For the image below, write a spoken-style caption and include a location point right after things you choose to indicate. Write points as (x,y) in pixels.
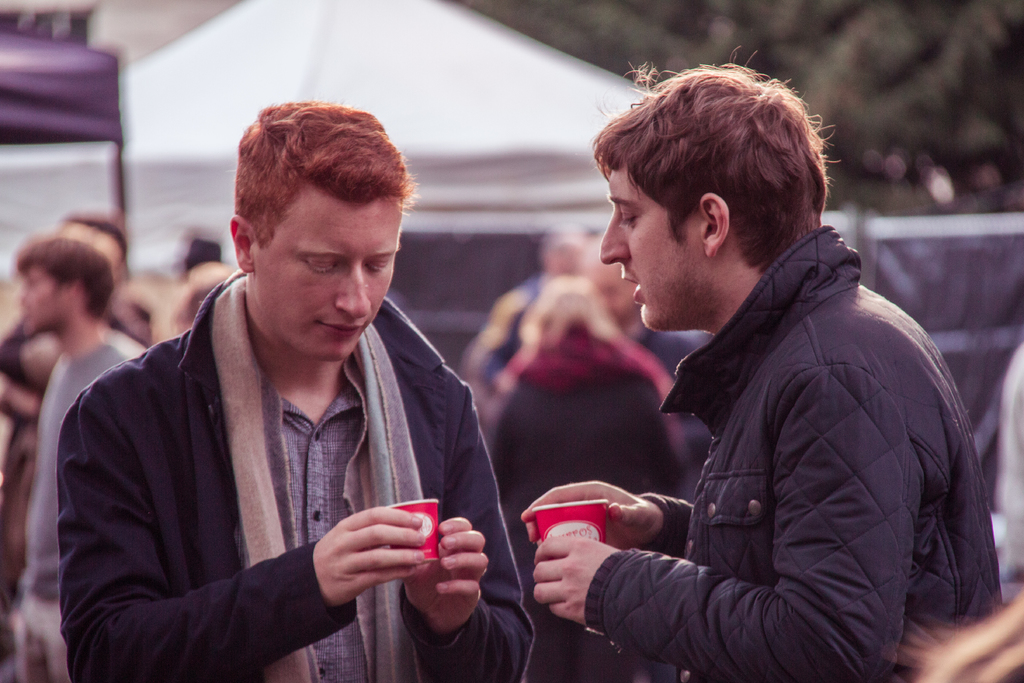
There are two men (229,602) standing and holding cups (420,512). In the background (296,95) it is blurry and we can see tents (362,72).
